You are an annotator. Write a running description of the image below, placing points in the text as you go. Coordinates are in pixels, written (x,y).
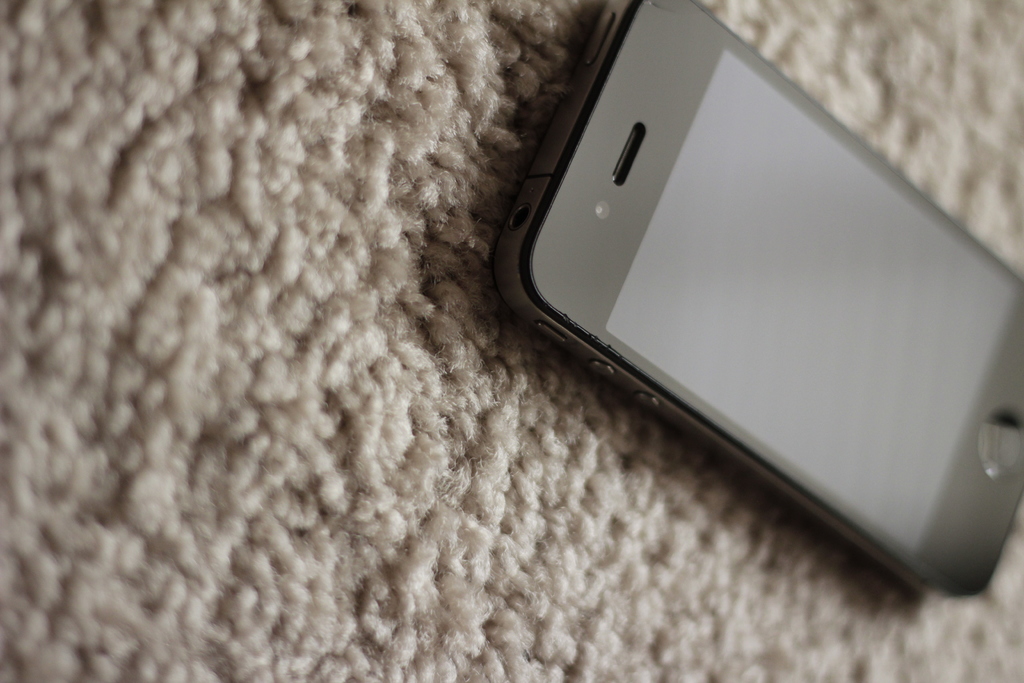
On the right side of the image (780,282) there is a mobile phone (669,207) on the mat (412,417).
